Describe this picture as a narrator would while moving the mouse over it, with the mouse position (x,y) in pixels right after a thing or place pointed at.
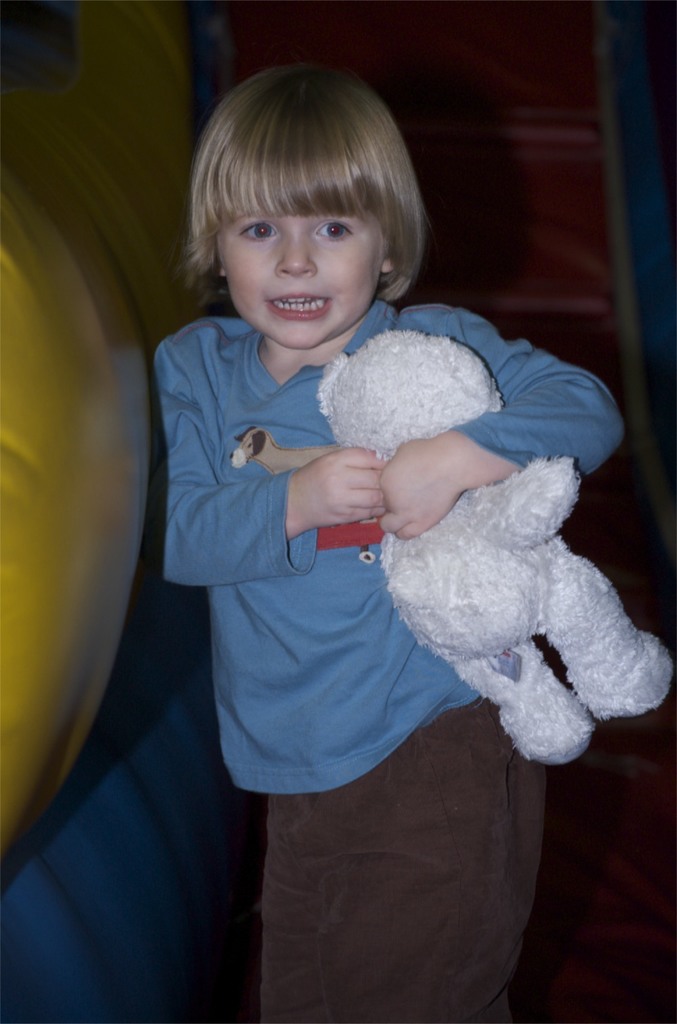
In this image I can see a person (256,532) standing and holding a doll (520,619). The person (305,697) is wearing blue shirt (305,697), brown pant (355,823) and the doll (497,674) is in white color and I can see brown color background (532,223).
